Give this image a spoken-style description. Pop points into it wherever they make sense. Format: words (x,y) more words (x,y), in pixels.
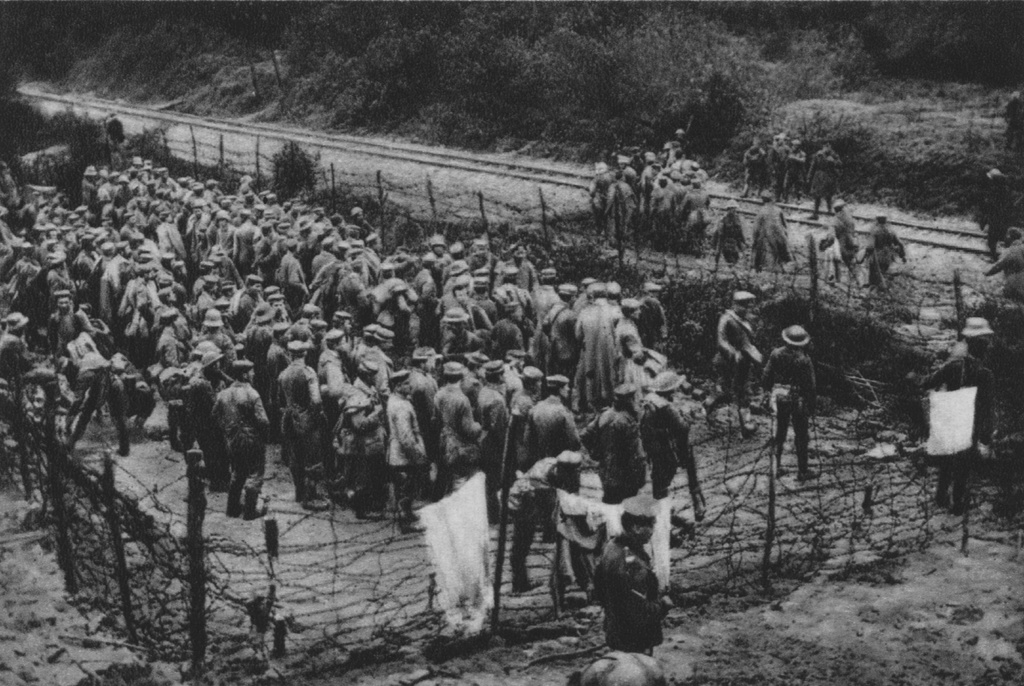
This is a black and white image and here we can see people (439,454) wearing uniforms (311,282) and caps (623,390). In the background (632,106), there are trees (667,100) and we can see fences (510,572) and clothes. At the bottom (768,620), there is ground (887,617).
